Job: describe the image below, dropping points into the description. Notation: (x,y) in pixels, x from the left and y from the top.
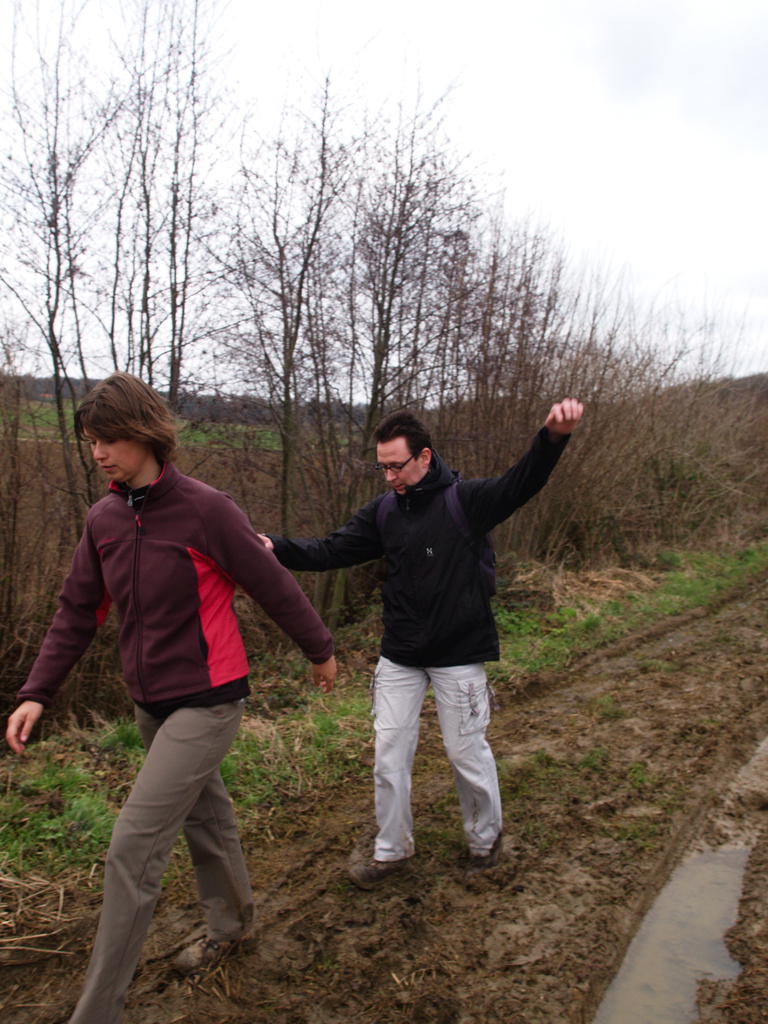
In this image I can see two people (400,479) walking and wearing different color dress (217,497). Back I can see few dry trees (689,453) and grass (676,589). The sky (616,195) is in blue and white color.
